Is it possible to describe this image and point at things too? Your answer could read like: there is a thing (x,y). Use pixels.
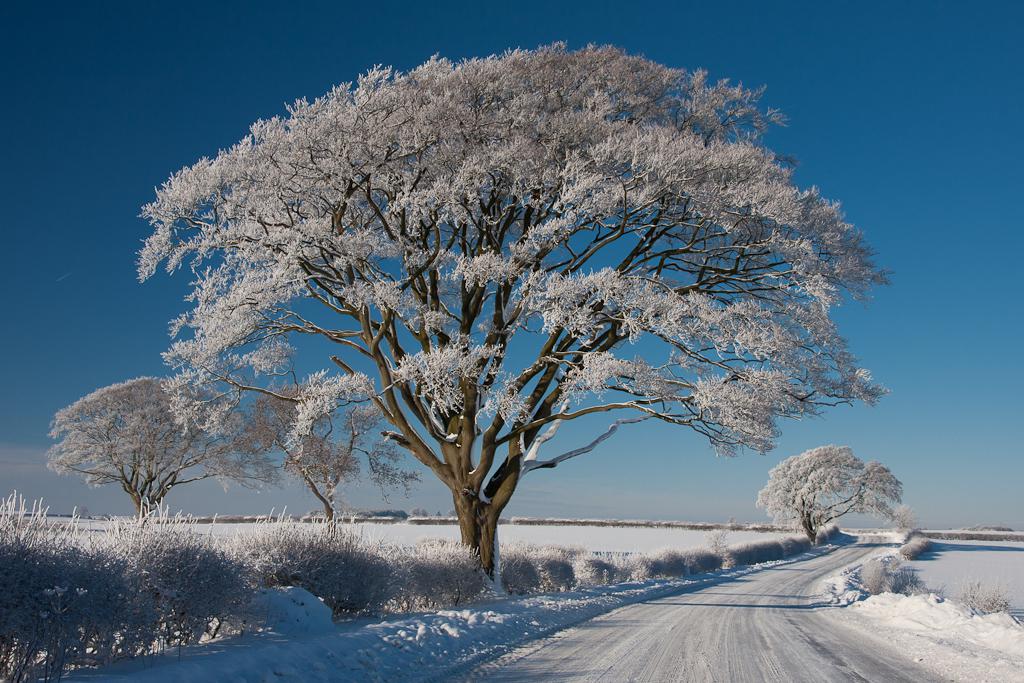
In this image, we can see trees (414,402) and plants (214,546) are covered by snow (480,277) and at the bottom (632,547), there is a road (697,648) and snow (597,532).
